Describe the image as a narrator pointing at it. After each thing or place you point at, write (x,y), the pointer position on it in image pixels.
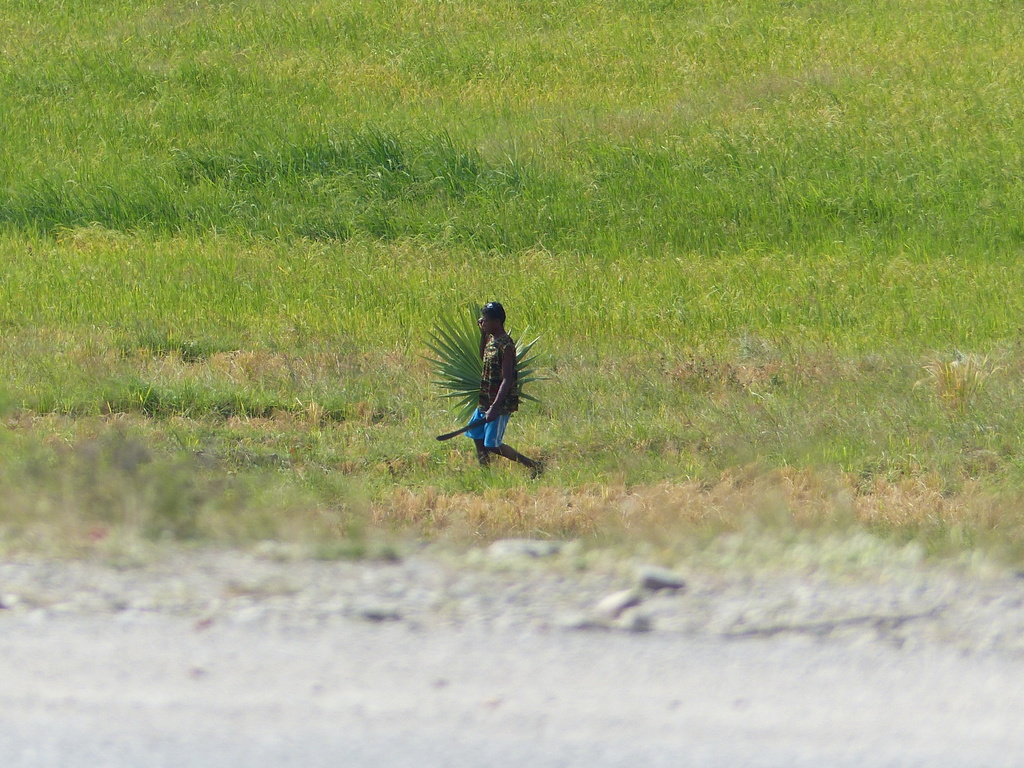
In this image in the center (475,434) there is a man (495,431) holding an object (471,392) which is green in colour and walking. In the background (499,215) there is grass (512,163) on the ground (515,204).
